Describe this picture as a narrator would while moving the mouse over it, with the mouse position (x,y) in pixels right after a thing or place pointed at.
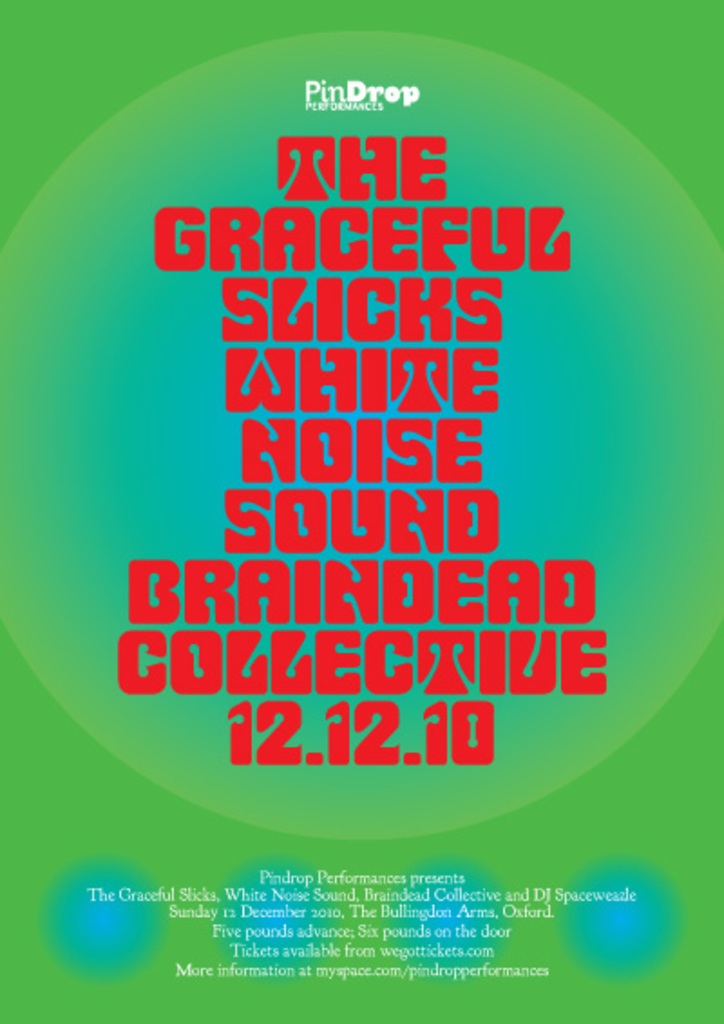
In this picture I can see there is a brochure (320,648), it is in green color and there is something written on it with red and white colors. In the backdrop (198,359) there is light blue color on the brochure (324,843).
